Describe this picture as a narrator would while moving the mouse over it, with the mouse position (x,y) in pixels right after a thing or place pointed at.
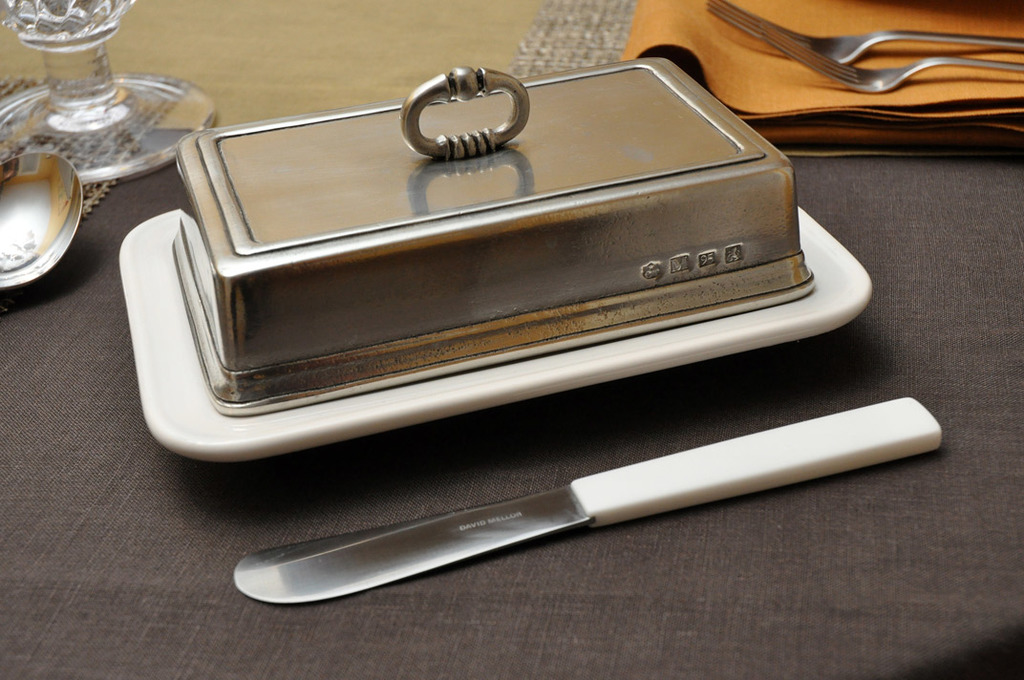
In this image we can see a lid (514,295) on a plate (795,340). Beside the plate (502,386) we can see a knife (628,511). In the top right (879,33), we can see the forks (884,73) on a cloth (916,44). In the top left (70,106), we can see a glass (63,92) and a spoon (21,244).
